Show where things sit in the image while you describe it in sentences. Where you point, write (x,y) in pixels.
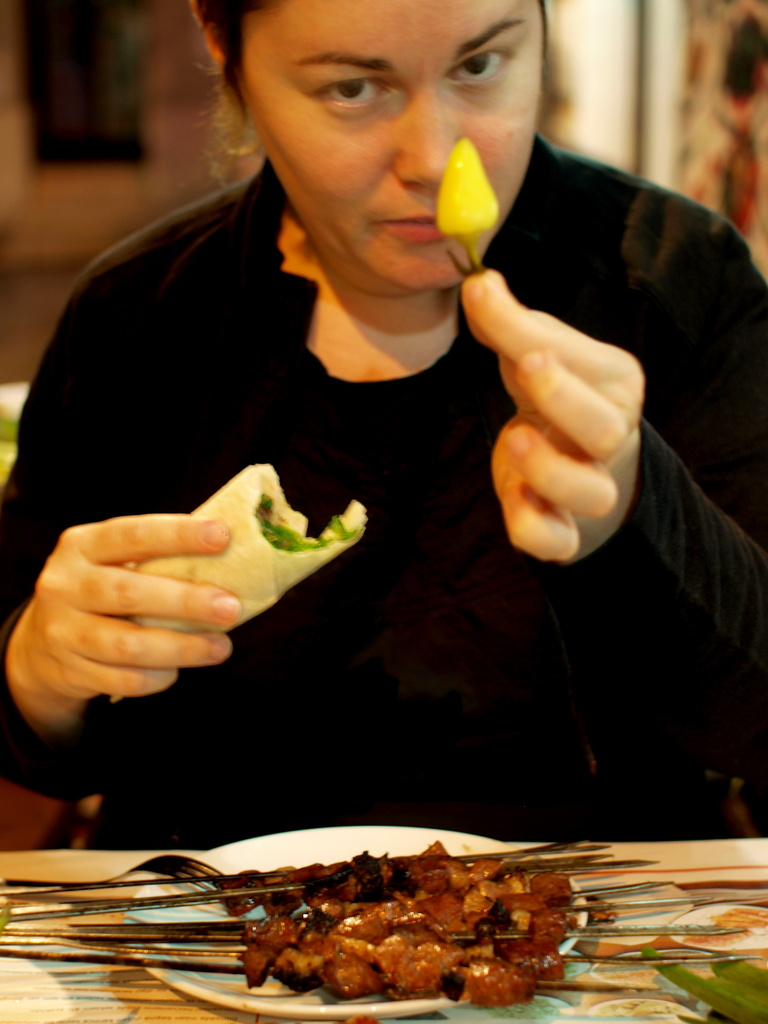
The woman (407,361) in the middle of the picture (411,525) wearing a black T-shirt (374,518) and black jacket (239,386) is sitting on the chair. She is holding a yellow chili (451,173) in one of her hands (519,388) and in the other hand (99,617), she is holding an edible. In front of her, we see a table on which plate (225,980) containing food (532,928) are placed.
